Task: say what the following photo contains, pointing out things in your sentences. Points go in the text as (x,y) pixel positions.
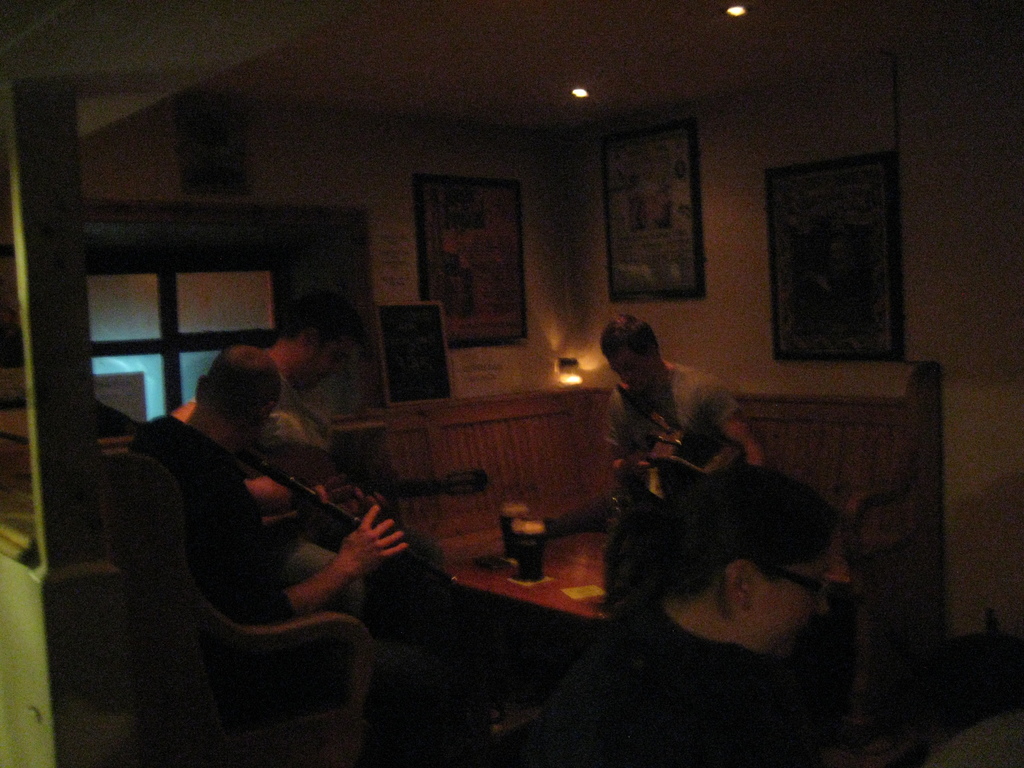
These persons (726,497) are sitting on a chair (580,395). On this table (541,604) there are glasses (523,536). On wall (169,147) there are different type of pictures (512,230). Far there is a light (568,382).
